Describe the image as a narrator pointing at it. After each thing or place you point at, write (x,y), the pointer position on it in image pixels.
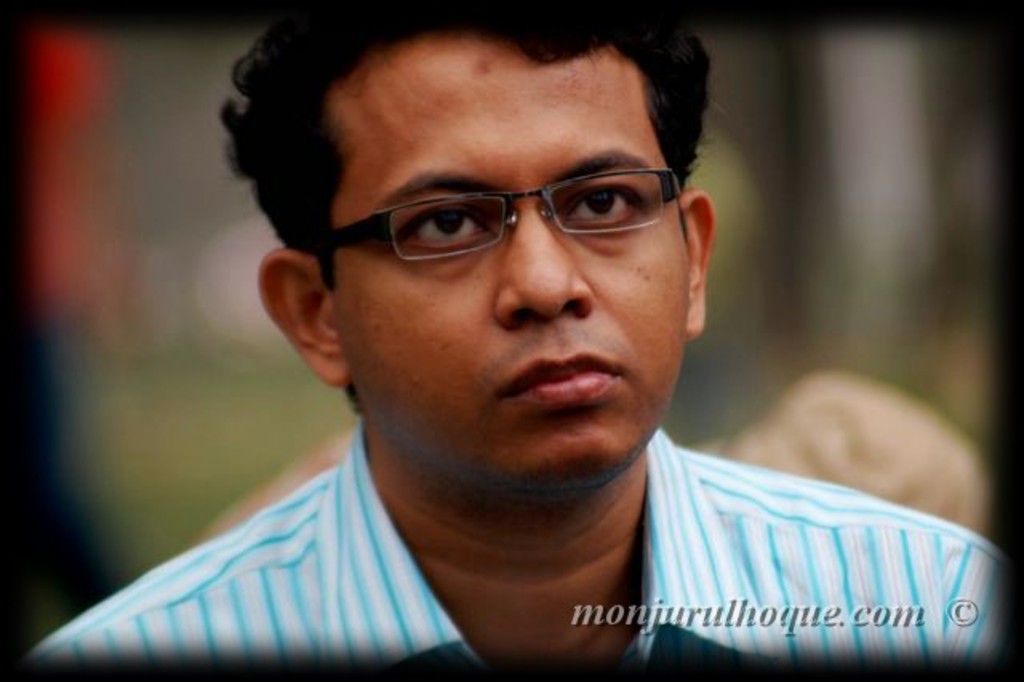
In this image we can see a person (505,308), he is wearing specs (485,221), and the background (954,132) is blurred, and there is a text (772,605) on the image.
